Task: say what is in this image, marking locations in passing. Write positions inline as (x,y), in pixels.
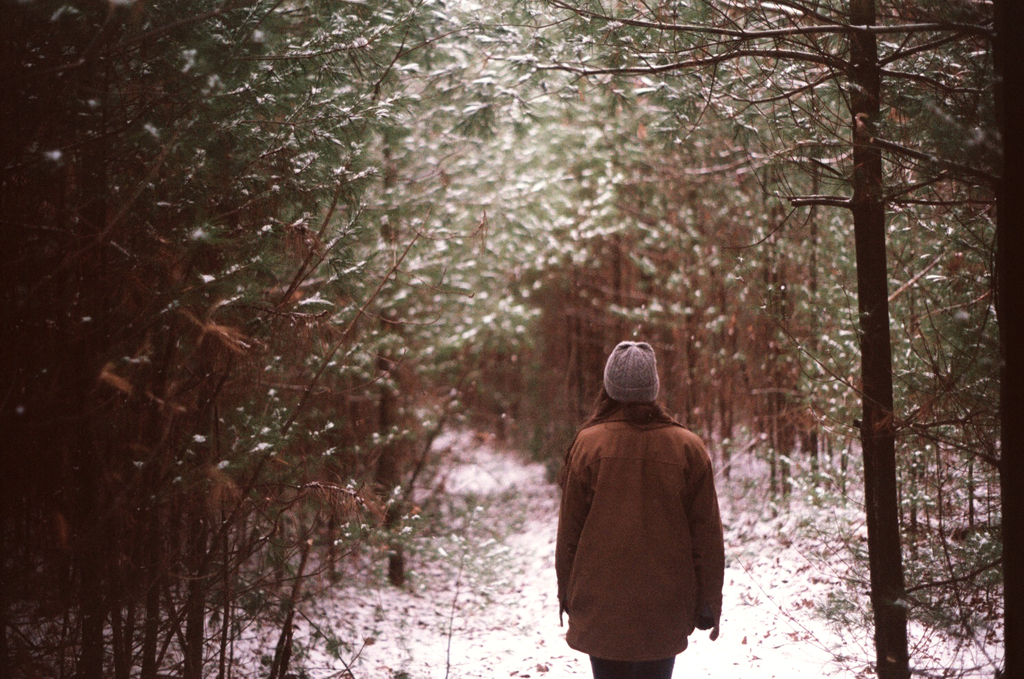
In this picture there is a person (677,576) with brown jacket (621,535) is standing. At the back (807,312) there are trees (667,299). At the bottom (731,668) it looks like snow (534,537).
